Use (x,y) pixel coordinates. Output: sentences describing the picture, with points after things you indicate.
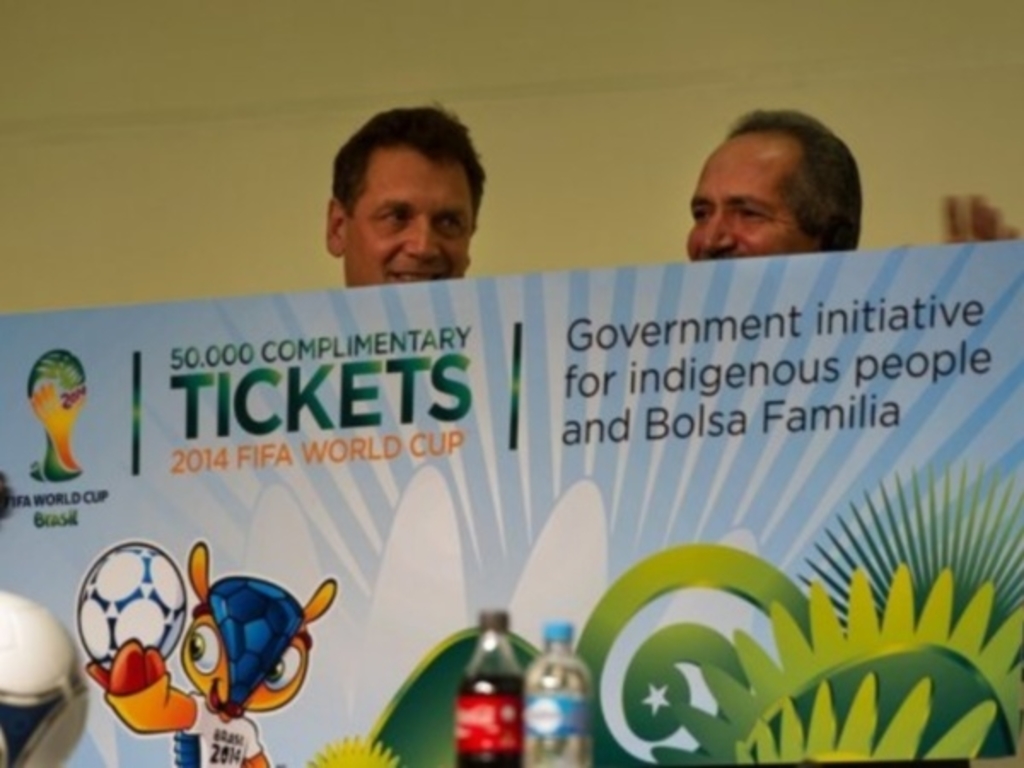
In this image, we can see a board (851,388) in front of two persons (377,219). There are bottles (532,694) at the bottom of the image (558,708).
